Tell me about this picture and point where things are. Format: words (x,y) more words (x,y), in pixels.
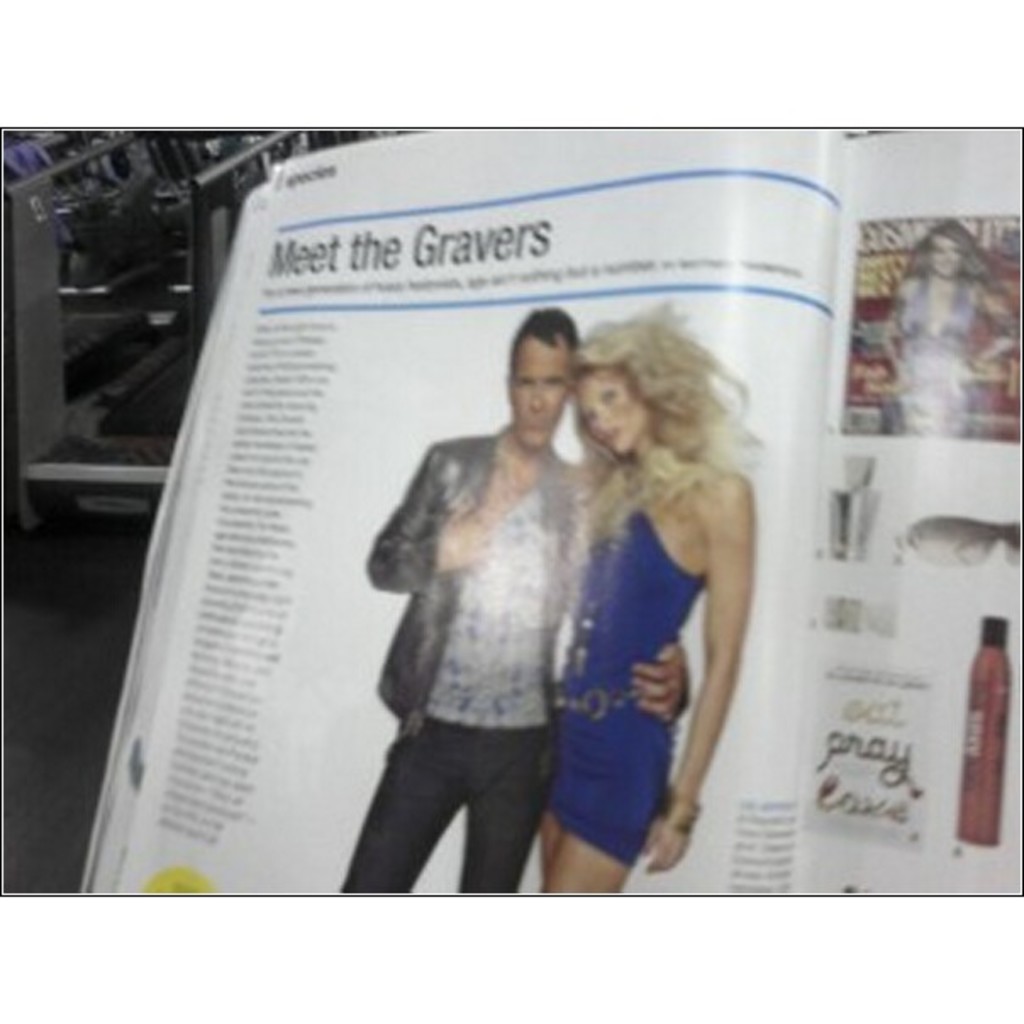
In the image there is a fashion magazine (431,467) with man (525,701) and woman (585,446) standing beside each other and text (281,328) on the left side (281,328).
